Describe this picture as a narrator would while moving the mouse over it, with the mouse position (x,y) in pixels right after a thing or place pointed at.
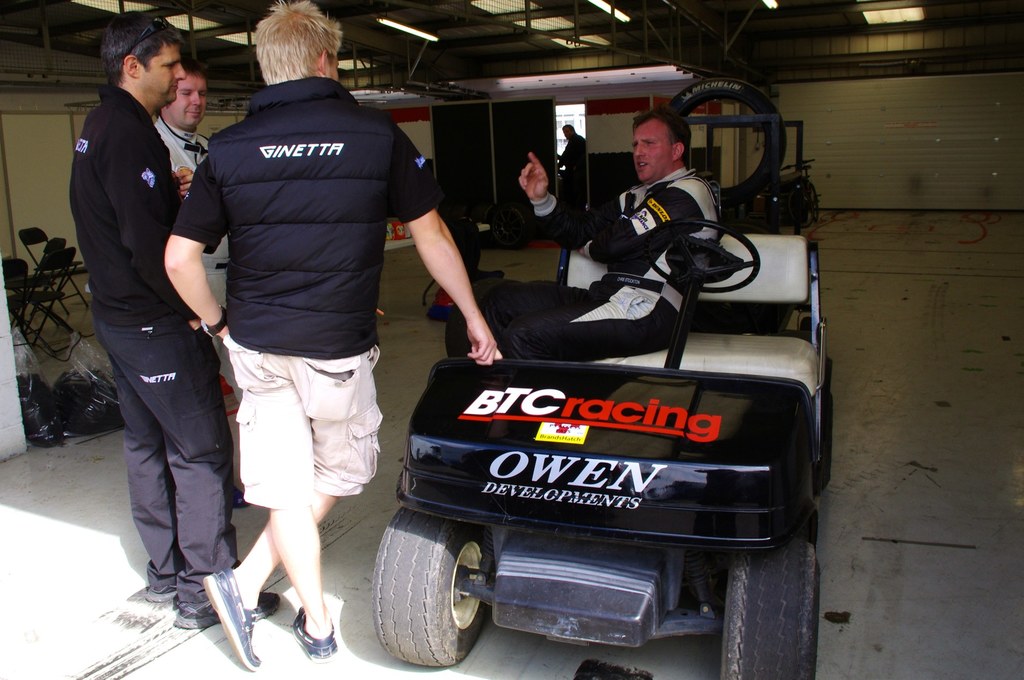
In this image there is a black color vehicle (663,424) and there is also a man (657,313) in the vehicle (644,354). On the left (288,204) there are three persons (237,248) standing on the ground (142,602). In the background (564,129) there is also a person (577,137) visible. At the top (528,41) there is roof (638,31) for shelter. Image also consists of empty chairs (51,263) and black color covers (48,400).
